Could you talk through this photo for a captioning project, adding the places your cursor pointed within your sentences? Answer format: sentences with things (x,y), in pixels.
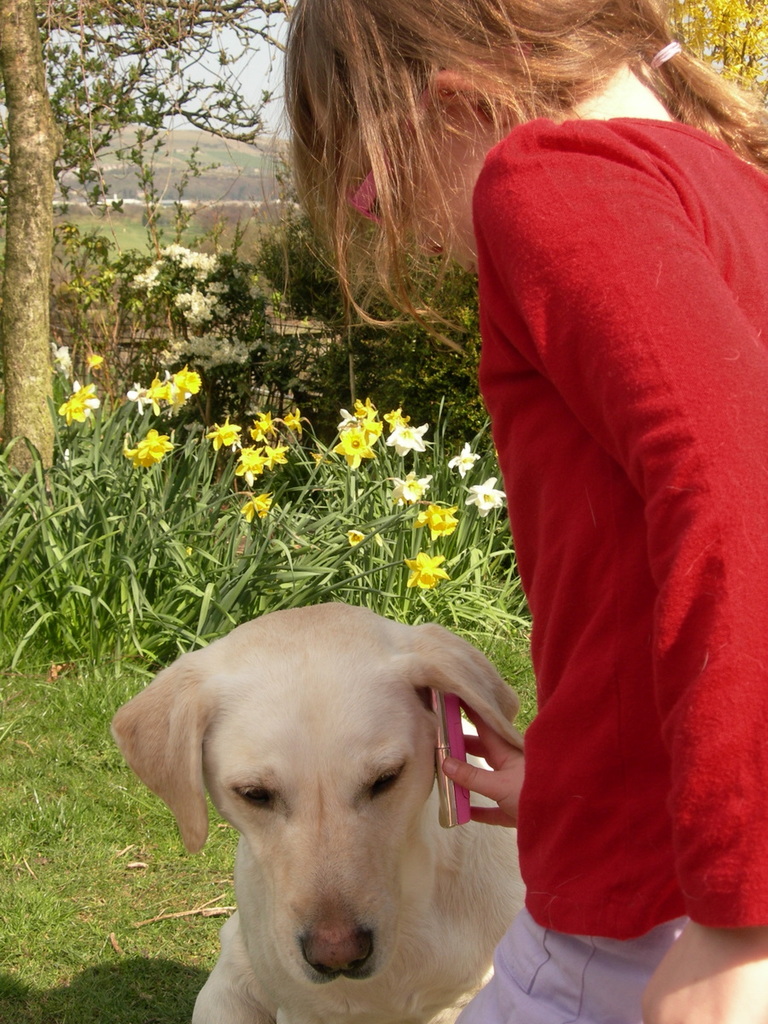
This picture consists of a dog (332,947) and a girl (619,476) holding mobile (456,726) in her hand (487,789). In the background (200,372) there are plants (225,475) and flowers (371,451). On the top left (38,77) there is a tree (22,448). On the top (168,167) we can see hills (199,160) and sky (255,70).
